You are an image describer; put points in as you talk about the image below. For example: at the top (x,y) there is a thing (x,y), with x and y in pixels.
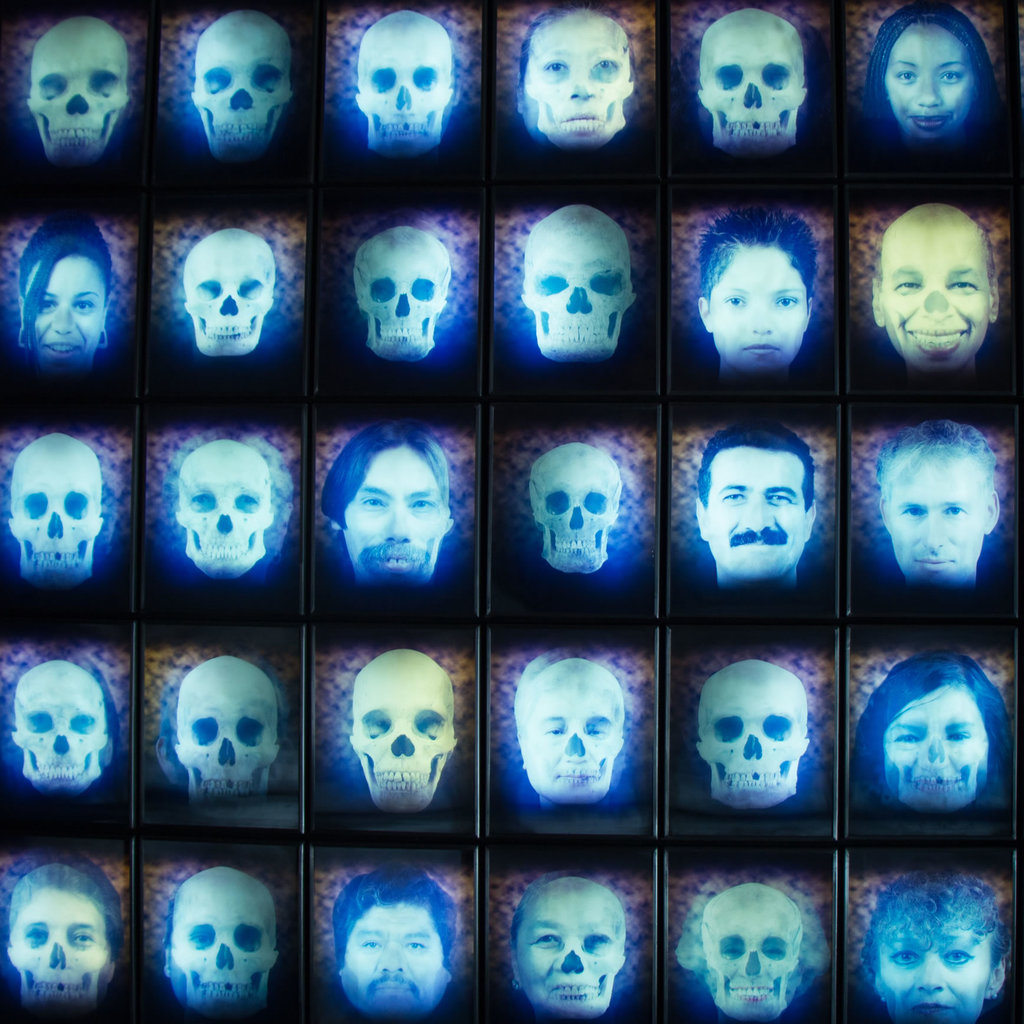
In this image, we can see blocks (162,1004). On the blocks (318,714), we can see skulls (373,662) and human faces (386,996).
